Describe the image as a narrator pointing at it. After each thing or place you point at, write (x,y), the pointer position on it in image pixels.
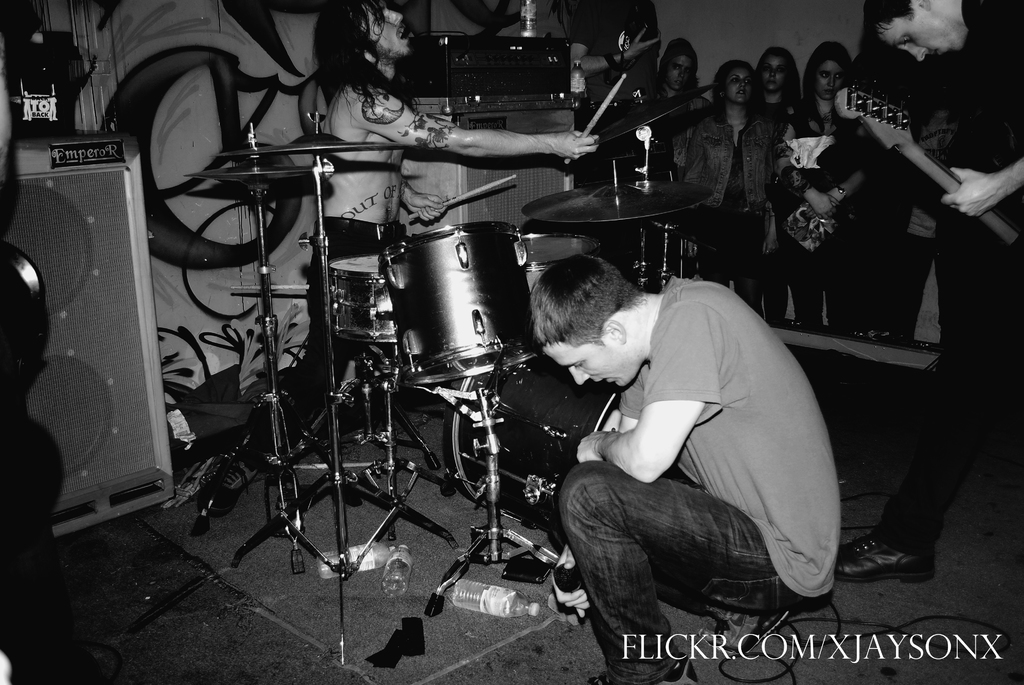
In the image we can see there is a person (686,475) who is sitting on the ground (413,561) and there is a drum set (262,153) where a man (319,64) is playing it and people (856,132) are standing and watching a man (998,120) who is holding guitar (989,222) in his hand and the image is in black and white colour.
